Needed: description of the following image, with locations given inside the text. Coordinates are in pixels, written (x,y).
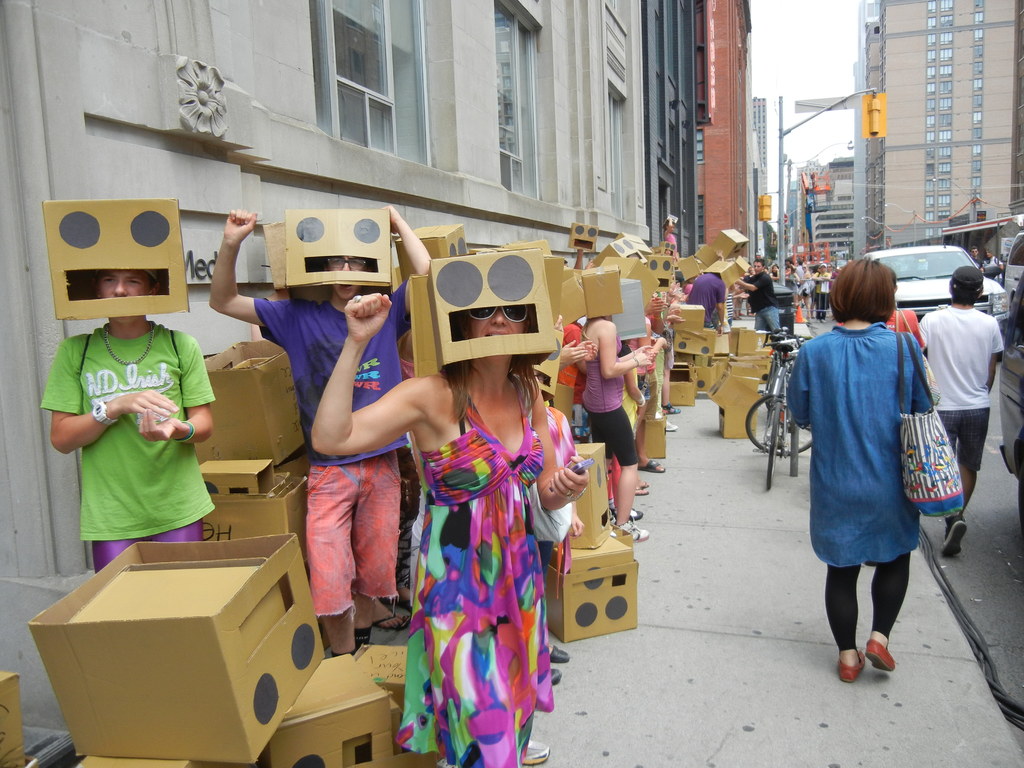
In this picture we can see some peoples (657,307) are wearing carton boxes (340,239) on the head (584,283). Here we can see a woman (850,371) who is wearing blue top (848,488) and shoe (873,654). And walking on the street (908,598). Here we can see many vehicles (1004,451) on the road (987,464). Here we can see bicycle (771,377) near to the carton boxes (698,358). In the background (948,189) we can see buildings (800,198), street lights (780,225) and traffic signals (769,198). On the top (804,20) there is a sky (802,43).
